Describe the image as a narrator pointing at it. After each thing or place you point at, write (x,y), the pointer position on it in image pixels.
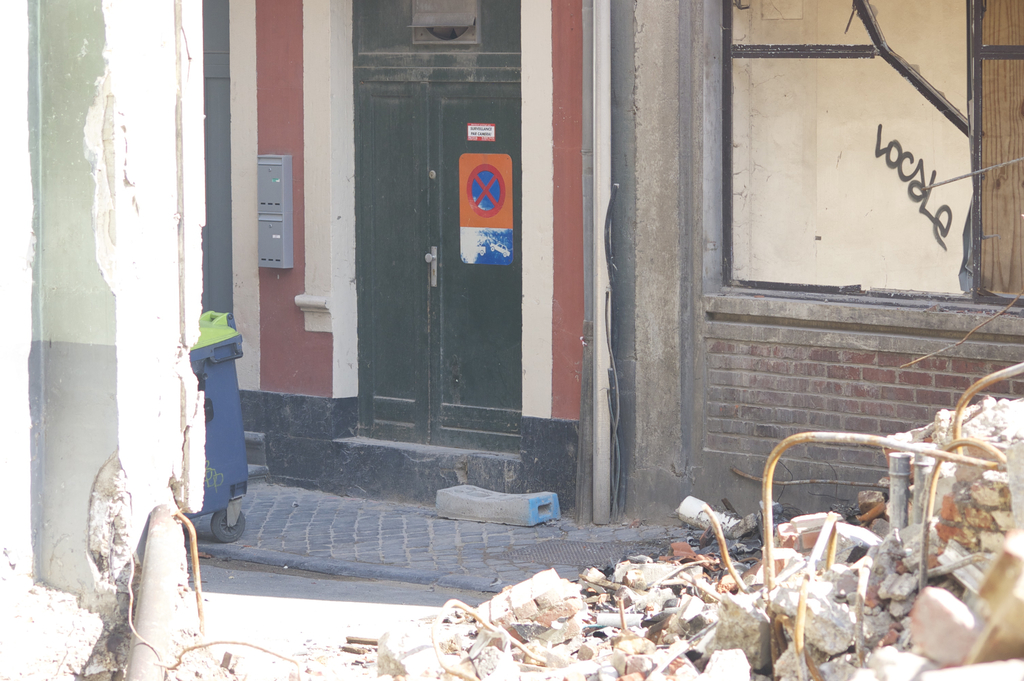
In this image I can see the pipe (174,561), the wall (136,530) and to the right bottom of the image (1011,480) I can see some broken concrete (666,604) and few pipes (961,442). In the background (339,517) I can see the sidewalk (375,507), a bin (238,503), a building (702,325), the window (838,175) and the black colored door (443,218) to which a poster (510,212) is attached.
